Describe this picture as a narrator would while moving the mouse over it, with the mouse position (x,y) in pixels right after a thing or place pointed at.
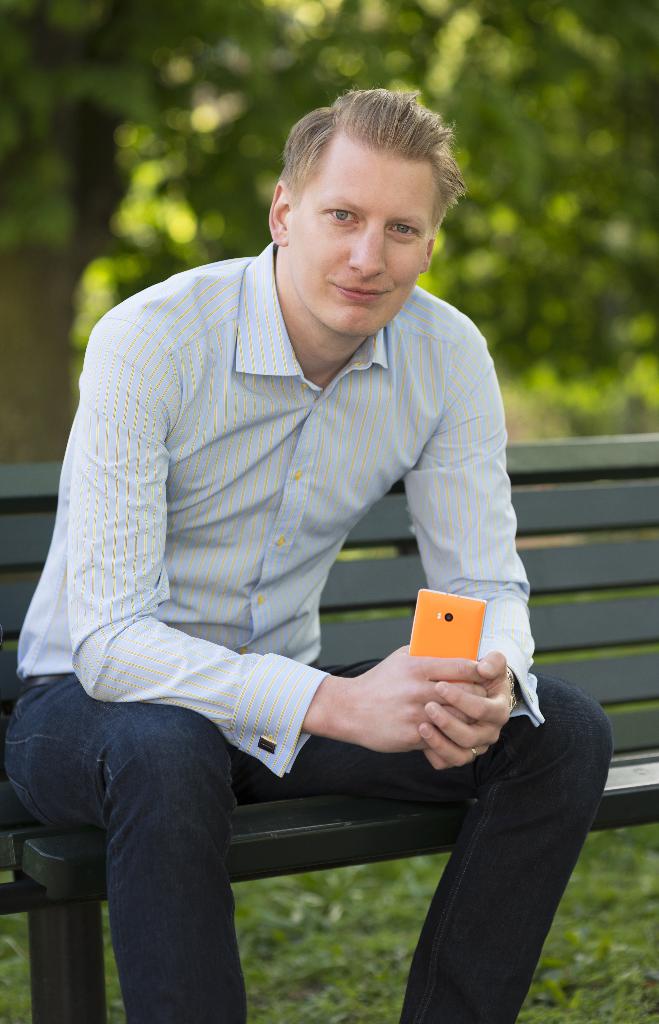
In this picture we can see a man (439,454) sitting on the bench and holding a mobile phone (446,629), in the bottom (603,950) we can see grass (593,895) and in the background (163,156) there are some trees (190,91).
